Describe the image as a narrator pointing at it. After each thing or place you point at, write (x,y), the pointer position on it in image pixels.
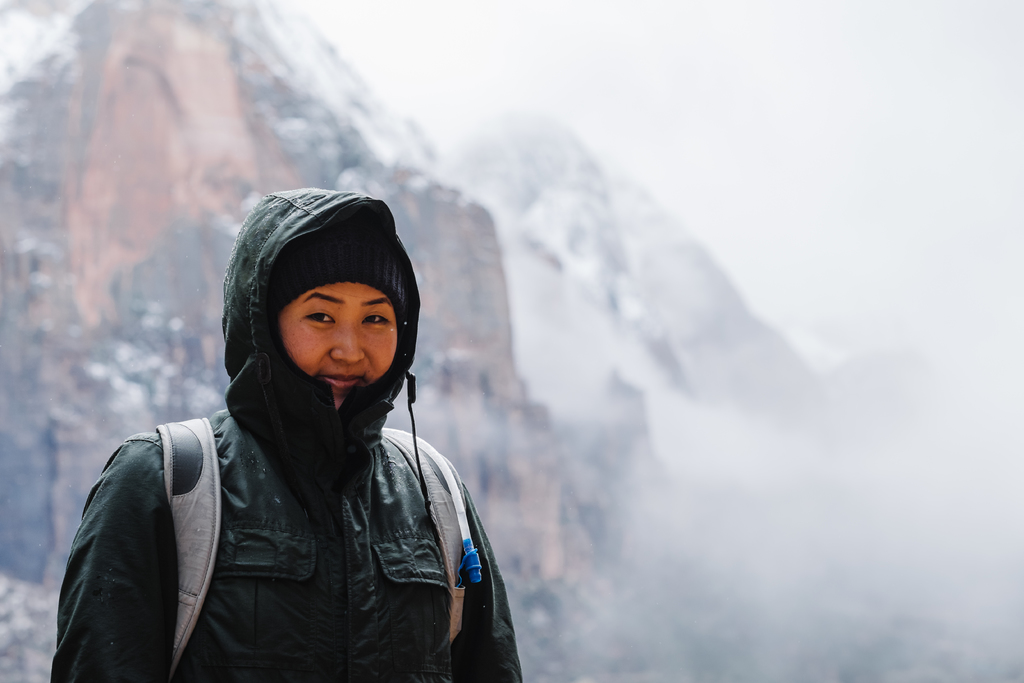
In the foreground of the picture (259,435) there is a woman (418,607) wearing a jacket (283,495) and a backpack (189,506). In the background (448,140) there are mountains (633,319) and it is fog (745,424).
